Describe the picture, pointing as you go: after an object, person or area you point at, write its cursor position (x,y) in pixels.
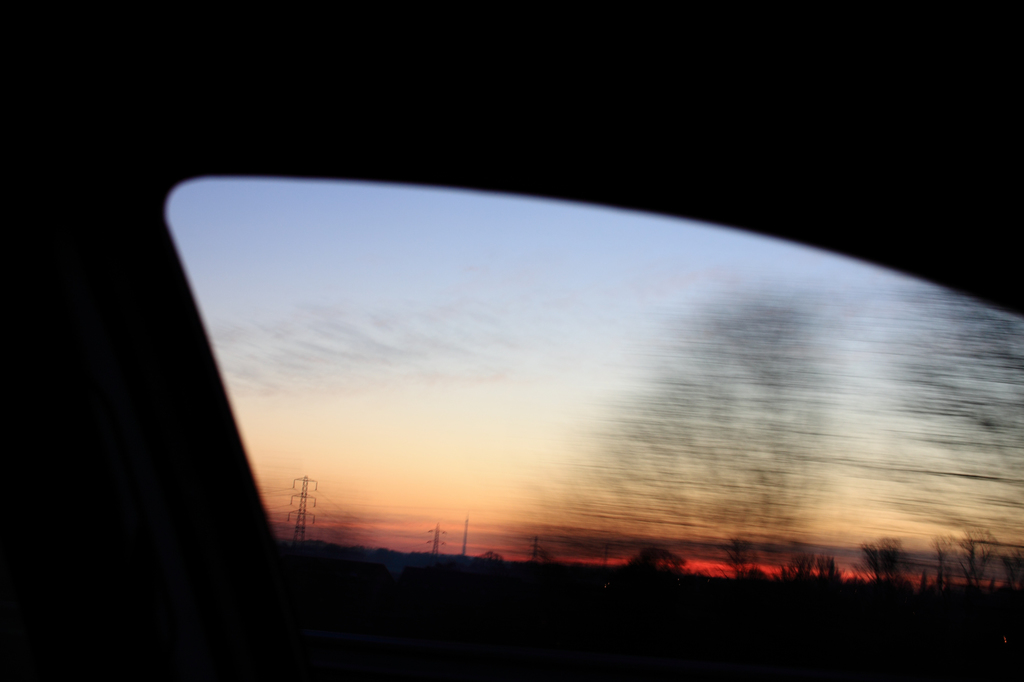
In this image in front (658,560) there is a glass window (557,523) through which we can see towers (435,543), trees (900,562) and sky (511,383).
